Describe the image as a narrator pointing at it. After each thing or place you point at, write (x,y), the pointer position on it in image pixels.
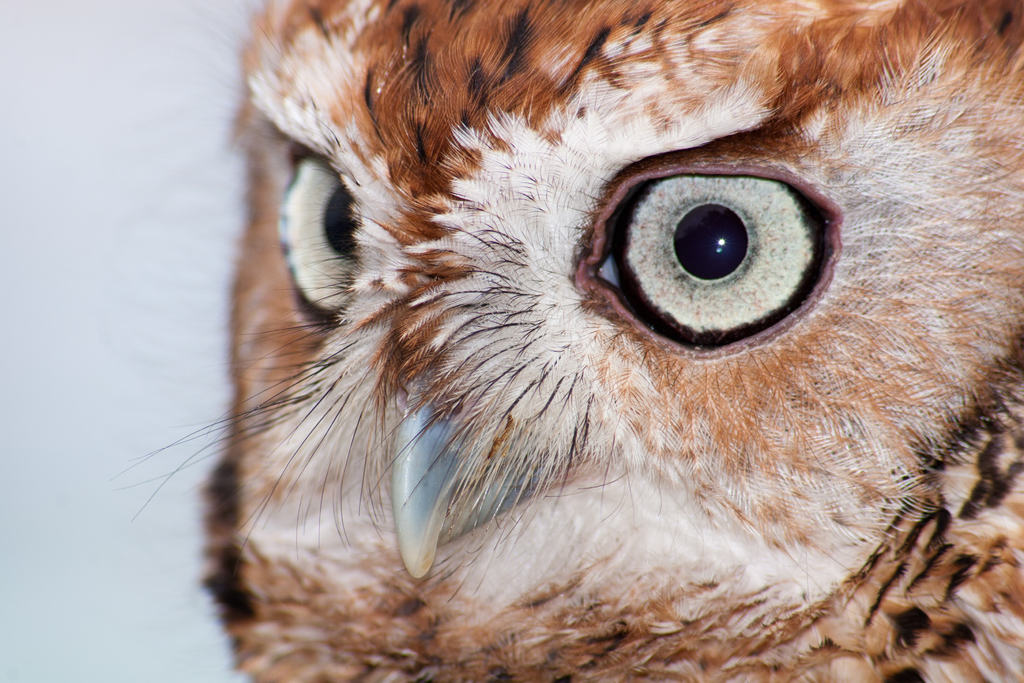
In this picture, we can see the face (442,241) of a bird (285,189), and the blurred background (24,115).
